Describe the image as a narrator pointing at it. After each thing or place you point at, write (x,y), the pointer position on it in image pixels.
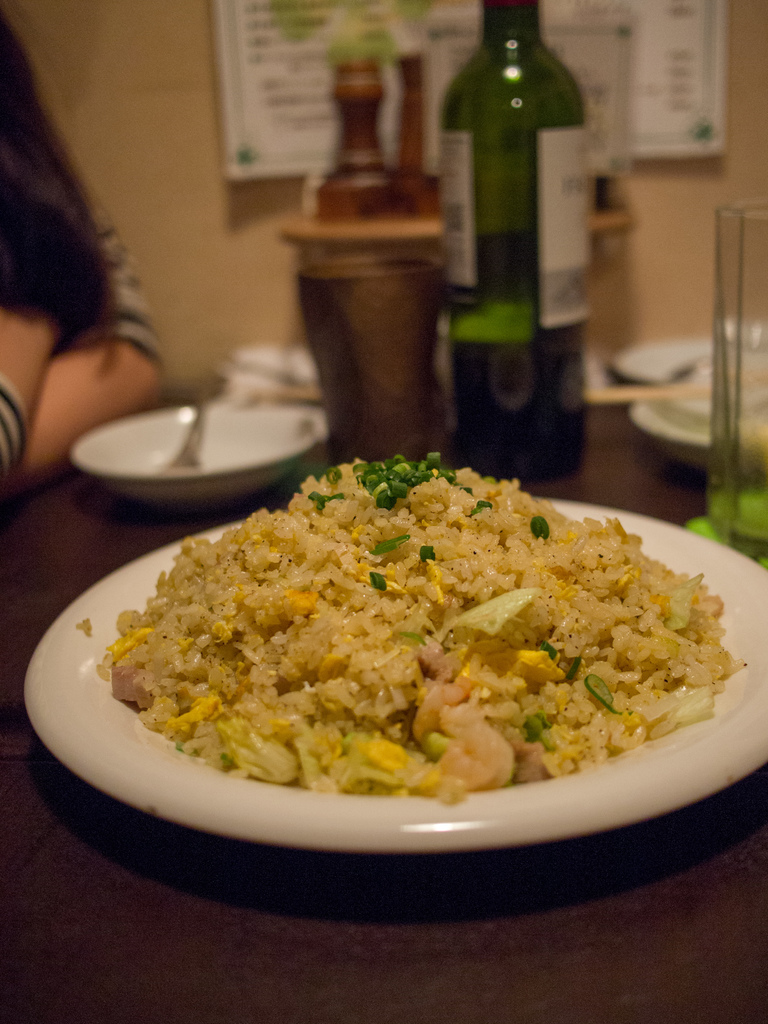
In this picture we can see a table (234,933). On the table (492,872) there is some food (281,619), plate (97,729), bowl (242,433), bottle (480,192), and glass (730,524). Here we can see a person (96,254). And this is wall (192,77) and there is a board (272,91).
